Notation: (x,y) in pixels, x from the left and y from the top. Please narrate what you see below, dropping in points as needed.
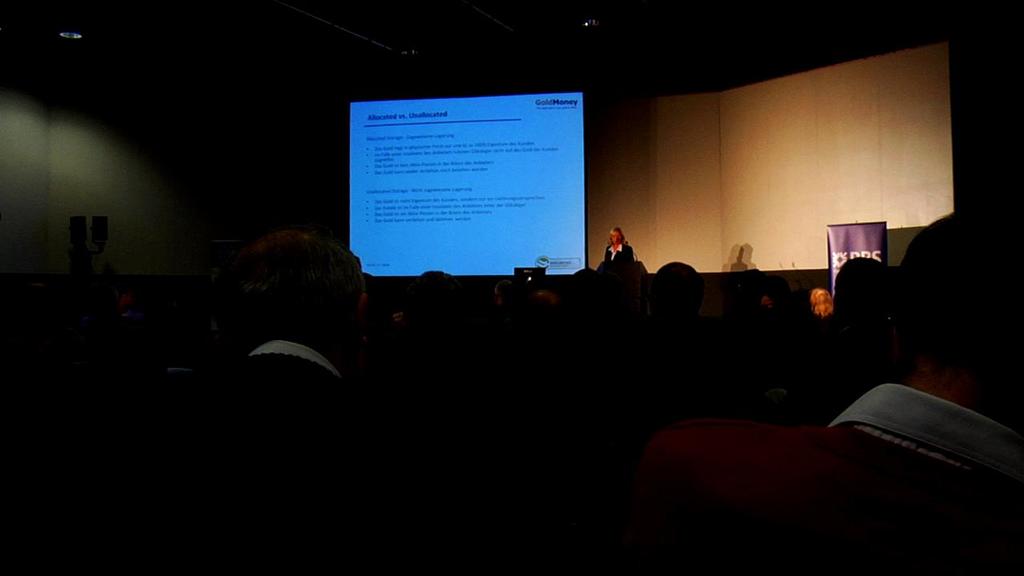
There are persons (418,408). In front of them, there is a person (625,248) on the stage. Beside this person (618,232), there is a screen (535,218) and there is a wall (784,158). And the background (1004,0) is dark in color.
